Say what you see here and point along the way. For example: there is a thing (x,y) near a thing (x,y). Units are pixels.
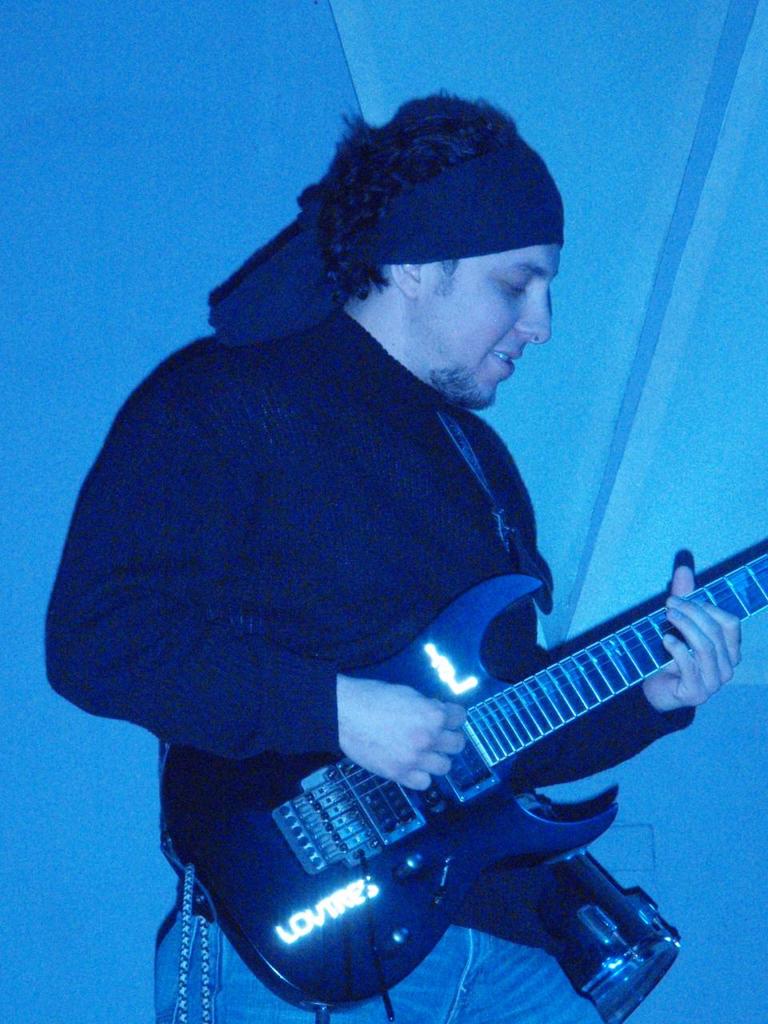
In this image there is a person (321,528) wearing black color shirt (290,648) playing guitar (415,655).
